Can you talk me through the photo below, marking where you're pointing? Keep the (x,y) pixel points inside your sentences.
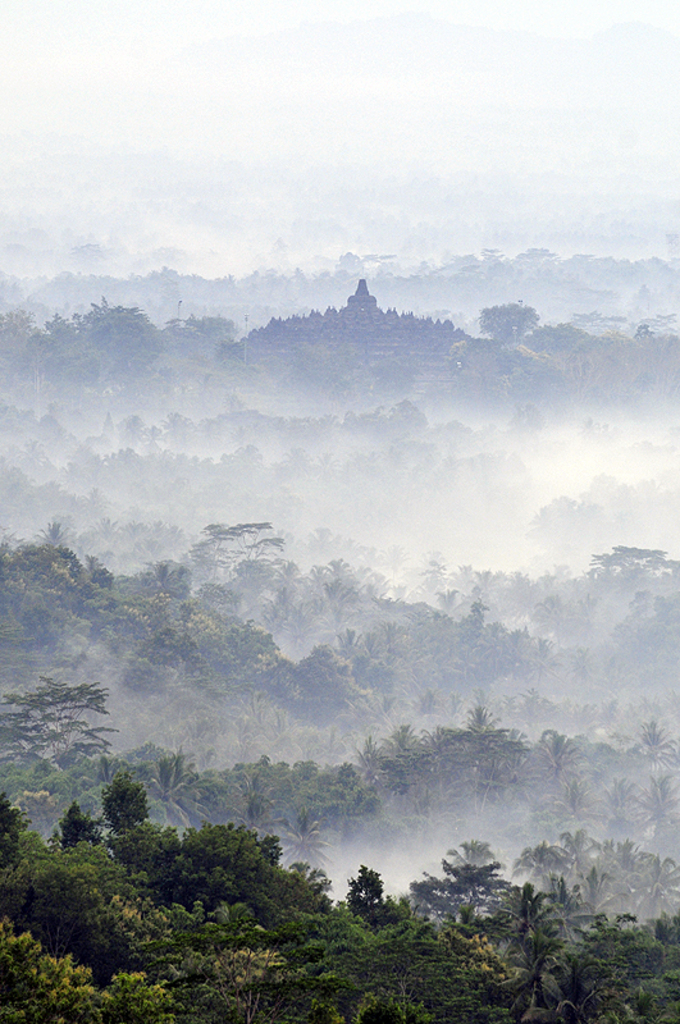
In this image I can see few trees (428,979), fog (425,702), pole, sky (192,7) and the building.
